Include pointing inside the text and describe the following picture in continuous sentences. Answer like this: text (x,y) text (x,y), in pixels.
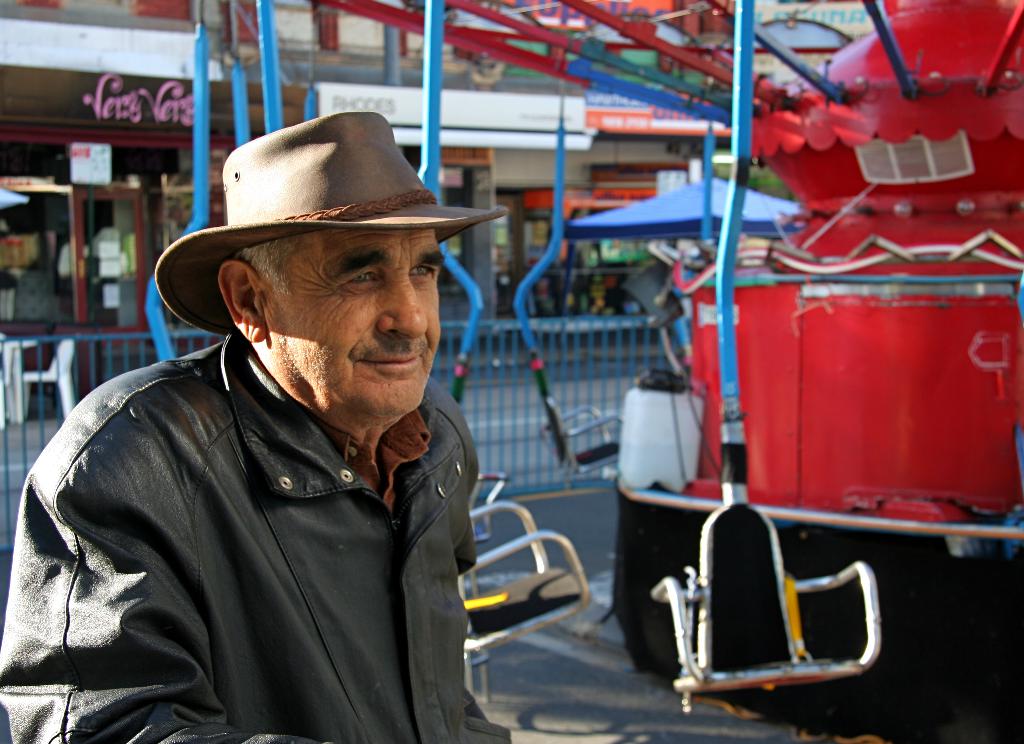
In this picture we can see a man (154,517) in black jacket (247,558) and a brown hat (359,204) and beside him we can see some things (865,338) and some shops (283,66) around him.
